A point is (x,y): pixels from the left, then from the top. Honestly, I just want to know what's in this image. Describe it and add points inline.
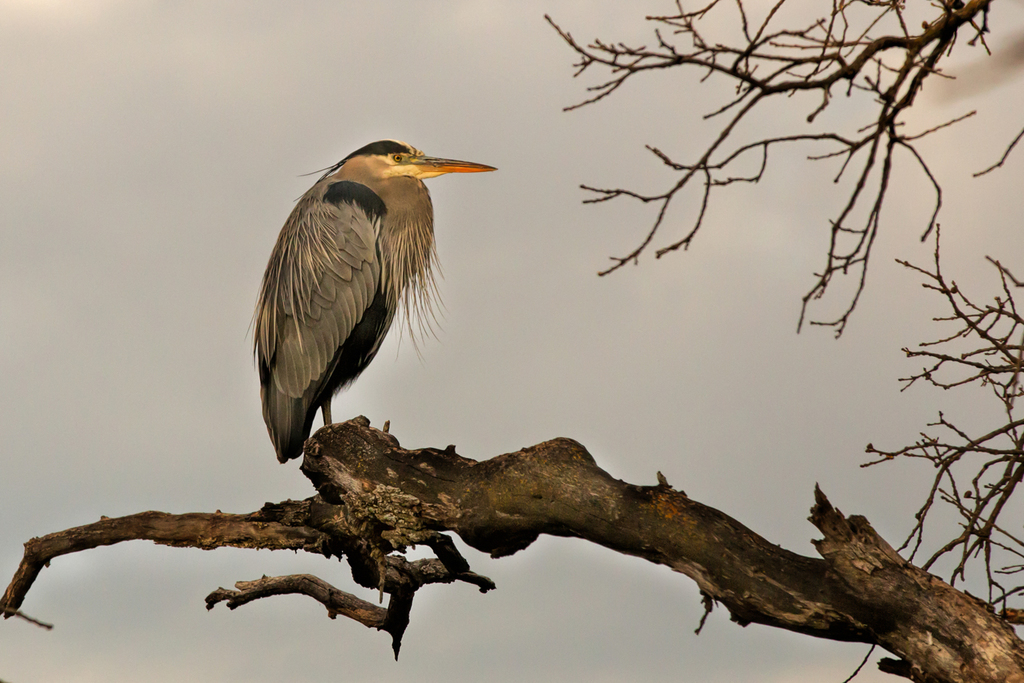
In this image, we can see a bird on the branch (314,540) of a tree (841,554). We can also see the sky (588,377).
